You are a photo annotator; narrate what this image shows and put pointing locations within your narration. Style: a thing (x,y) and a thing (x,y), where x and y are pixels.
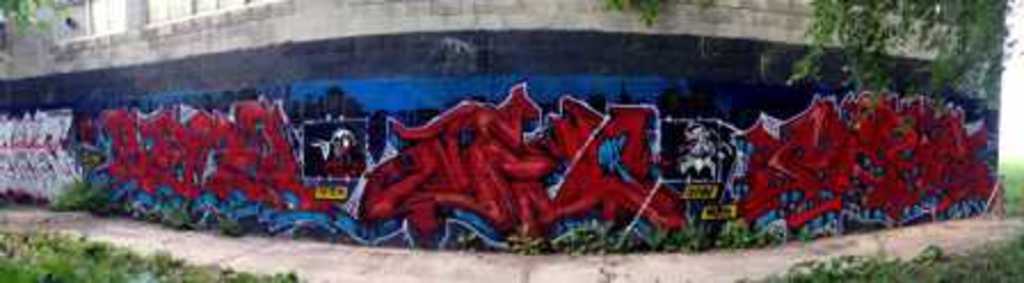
In the center of the image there is a wall (32,157) with graffiti (359,210) on it.
